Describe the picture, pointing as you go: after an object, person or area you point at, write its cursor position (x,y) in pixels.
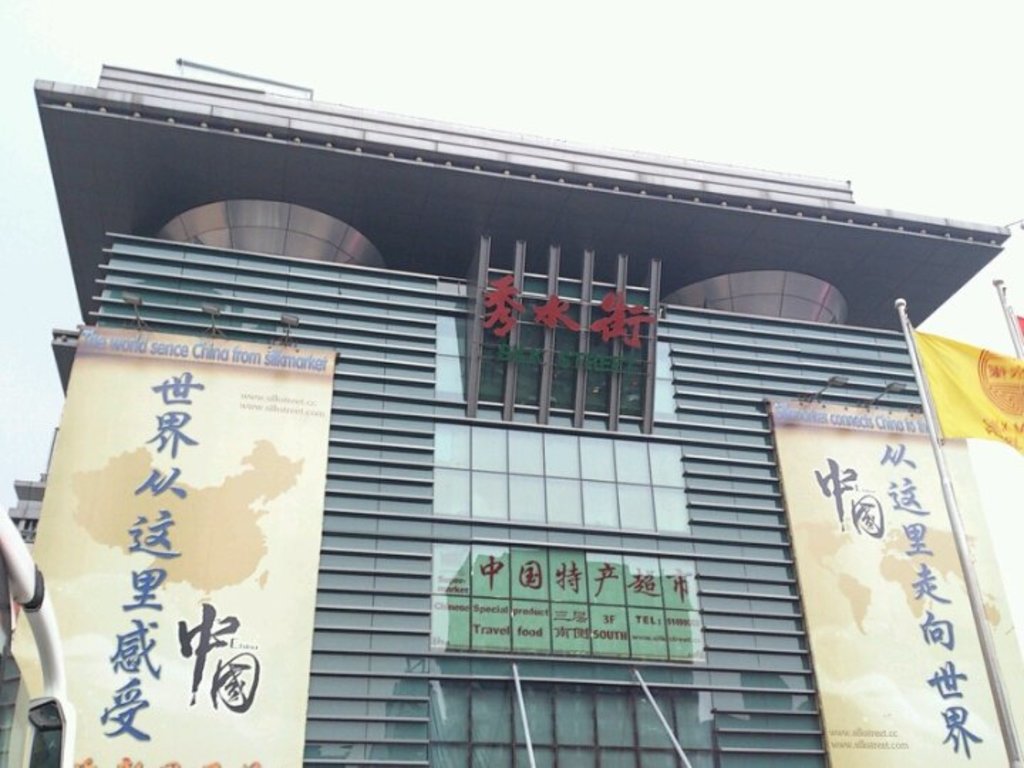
In this image we can see a building (577,365) with the sign boards (606,332) and banners (213,651) with some text (207,682) on them. We can also see a mirror (37,599) of a vehicle (43,611), the flags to the metal poles (1018,757) and the sky (682,111) which looks cloudy.
